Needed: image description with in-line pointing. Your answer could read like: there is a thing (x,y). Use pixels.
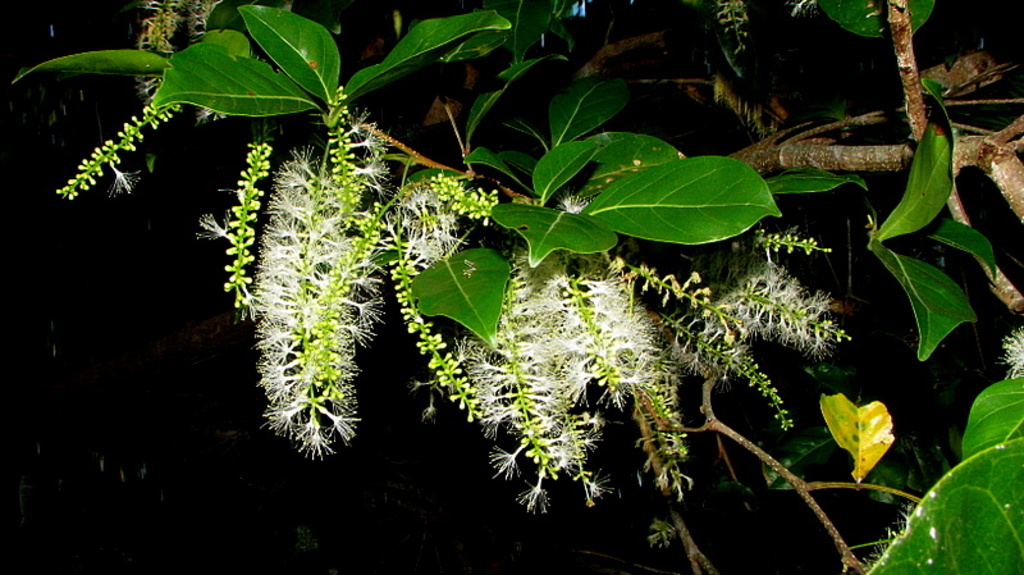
In this picture I can see leaves (871,16), flowers (354,245) and branches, and there is dark background (19,510).
